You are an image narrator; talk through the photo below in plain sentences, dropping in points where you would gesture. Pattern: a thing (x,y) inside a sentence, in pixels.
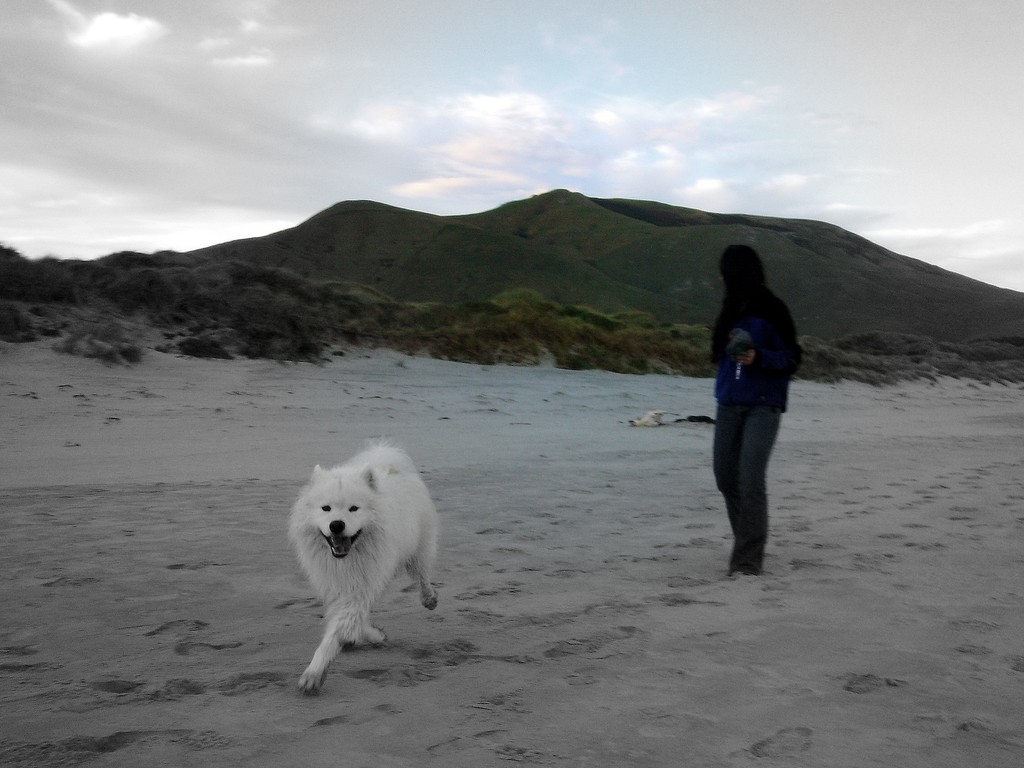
A white dog (376,528) is running. A person (758,416) is standing. There are plants (66,309) and mountains (914,306) at the back (875,315).
